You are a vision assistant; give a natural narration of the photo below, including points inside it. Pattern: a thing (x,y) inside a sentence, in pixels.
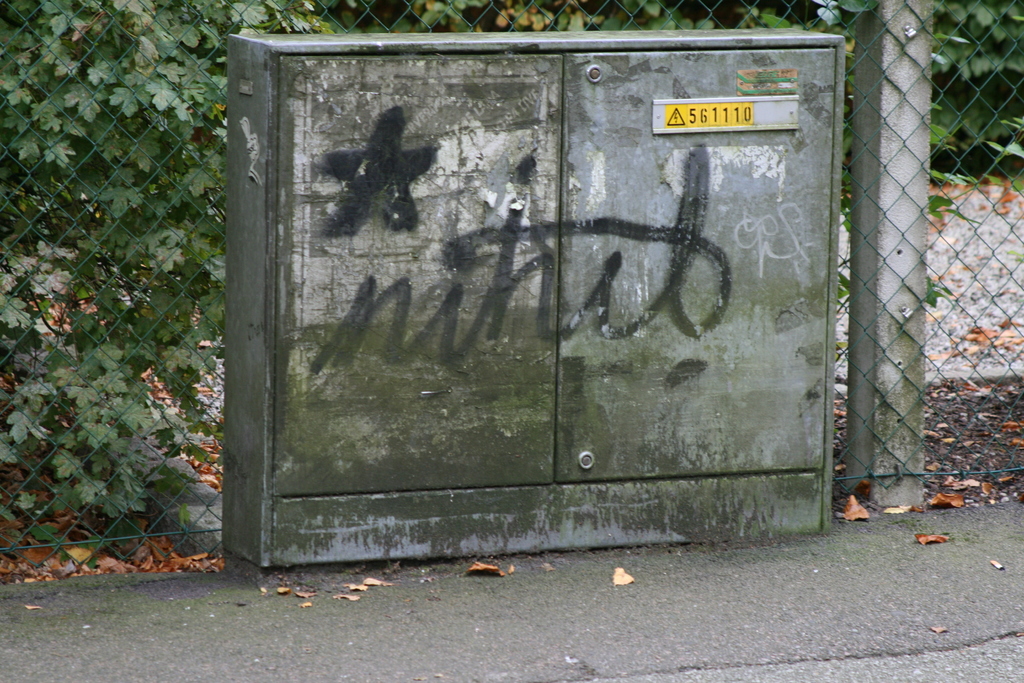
In this image I see a metal container (551,157) over here on which there is a word (514,231) and a star (355,207) on it and I see numbers (716,118) and a sign (689,114) over here and I see the path (114,670). In the background (34,481) I see the fencing (975,25) and I see pole (877,184) over here and I see the plants (182,150) and I see the dry leaves (952,483).
